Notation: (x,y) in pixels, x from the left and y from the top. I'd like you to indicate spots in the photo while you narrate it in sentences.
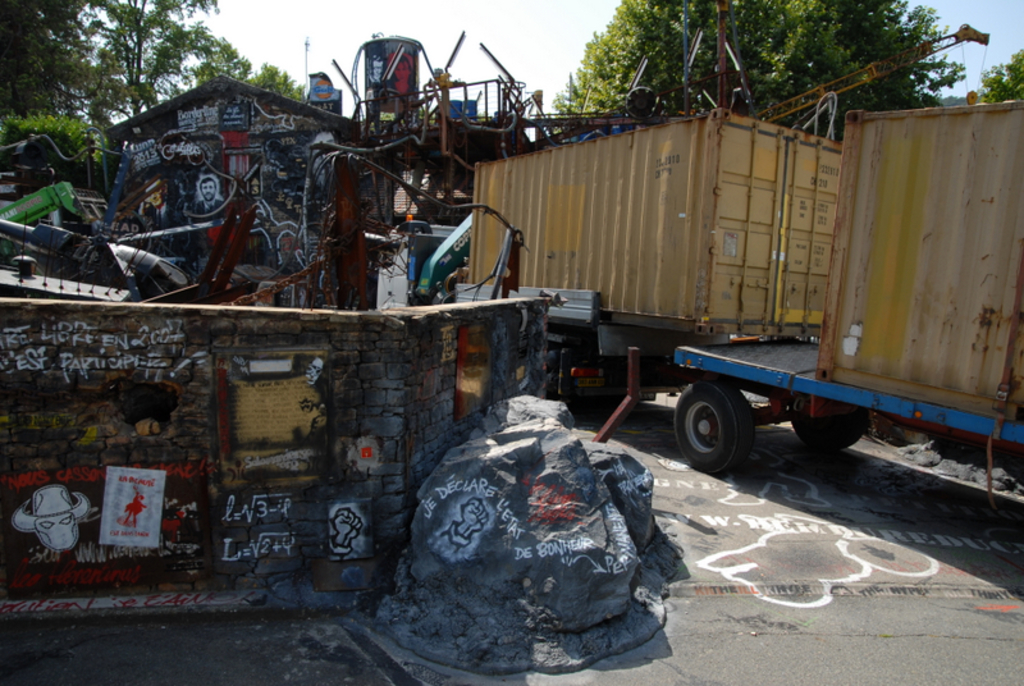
In this image there is the sky (472,39) towards the top of the image (542,36), there are trees (790,45) towards the top of the image (824,39), there is a building (281,140), there is a wall (389,392) towards the left of the image (209,414), there is text (69,357) on the wall (188,413), there is a paper (136,495), there is text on the paper (113,497), there is a rock (521,508), there is text (557,546) on the rock (601,523), there is the road (726,627), there is text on the road (805,493), there is a vehicle (824,264) towards the right of the image (795,212), there are objects (362,263) on the ground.
